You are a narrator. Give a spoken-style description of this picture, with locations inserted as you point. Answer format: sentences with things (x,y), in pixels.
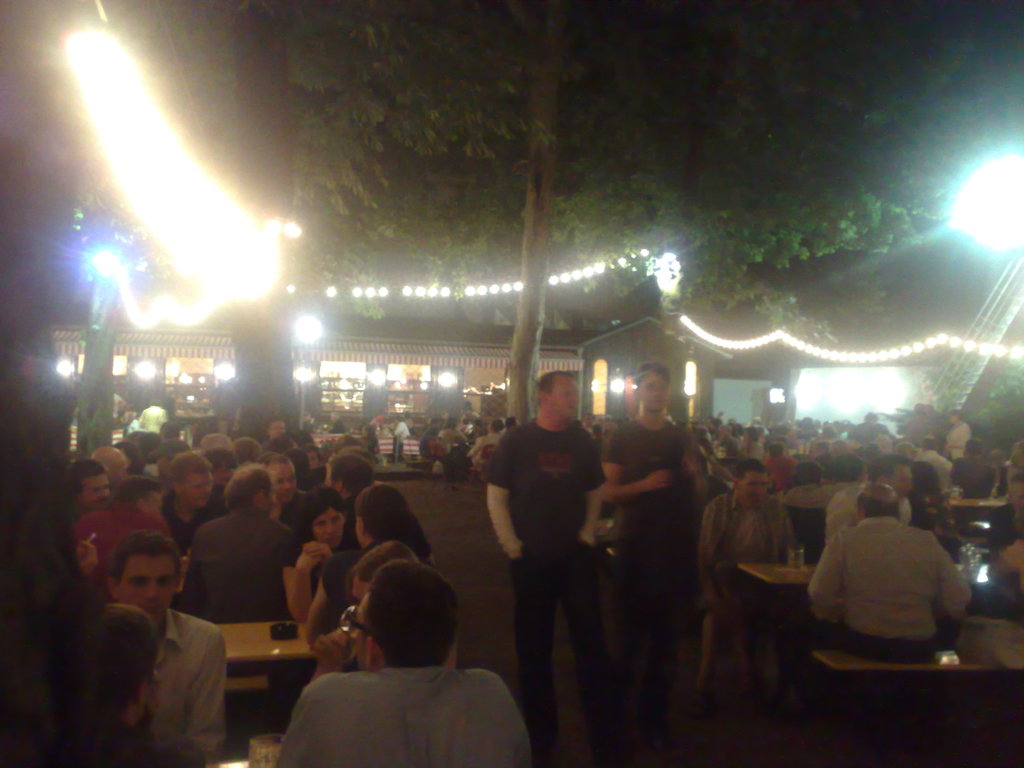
In this picture we can see some people (251,517) sitting in front of tables (296,643), there are two person (552,521) walking in the front (573,529), in the background (606,267) there are some lights (712,342), we can see a tree (585,80) in the middle (423,258).
